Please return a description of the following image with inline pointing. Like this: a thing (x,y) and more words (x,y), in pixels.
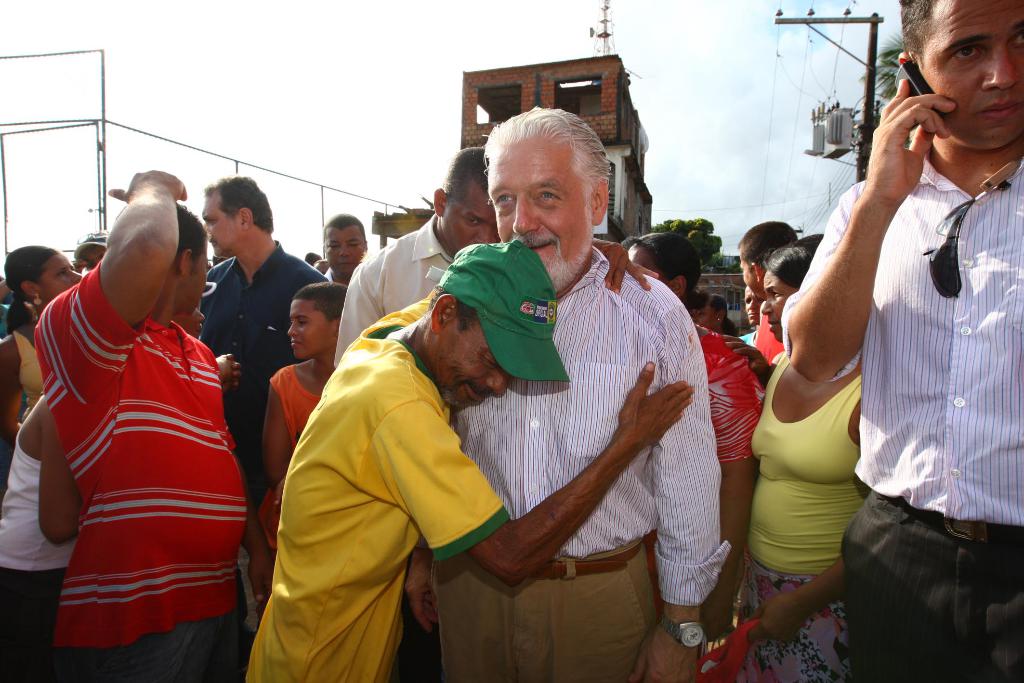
This is an outside view. At the bottom (204,507), I can see a crowd of people (396,392) standing. On the right side (948,254) there is a man (948,425) holding a mobile (917,87) in the hand (911,99). In the middle of the image (463,397) there is a person (392,406) hugging another man (575,592) and both are smiling. In the background (608,101) there is a building (596,89), trees (689,224) and also I can see few poles (861,142). At the top of the image (333,57) I can see the sky (136,41).
